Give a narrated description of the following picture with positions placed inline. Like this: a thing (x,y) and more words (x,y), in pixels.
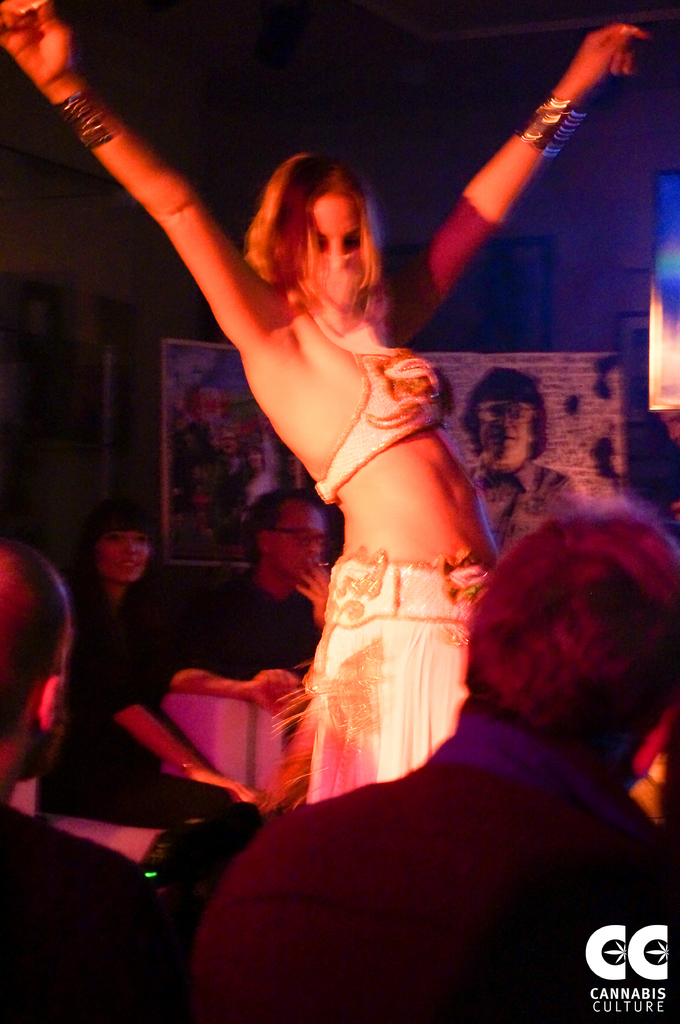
This picture describes about group of people (324,692), in the middle of the image (387,608) we can see a woman (327,366), she is standing, at the right bottom of the image (651,942) we can see a watermark (620,950).
